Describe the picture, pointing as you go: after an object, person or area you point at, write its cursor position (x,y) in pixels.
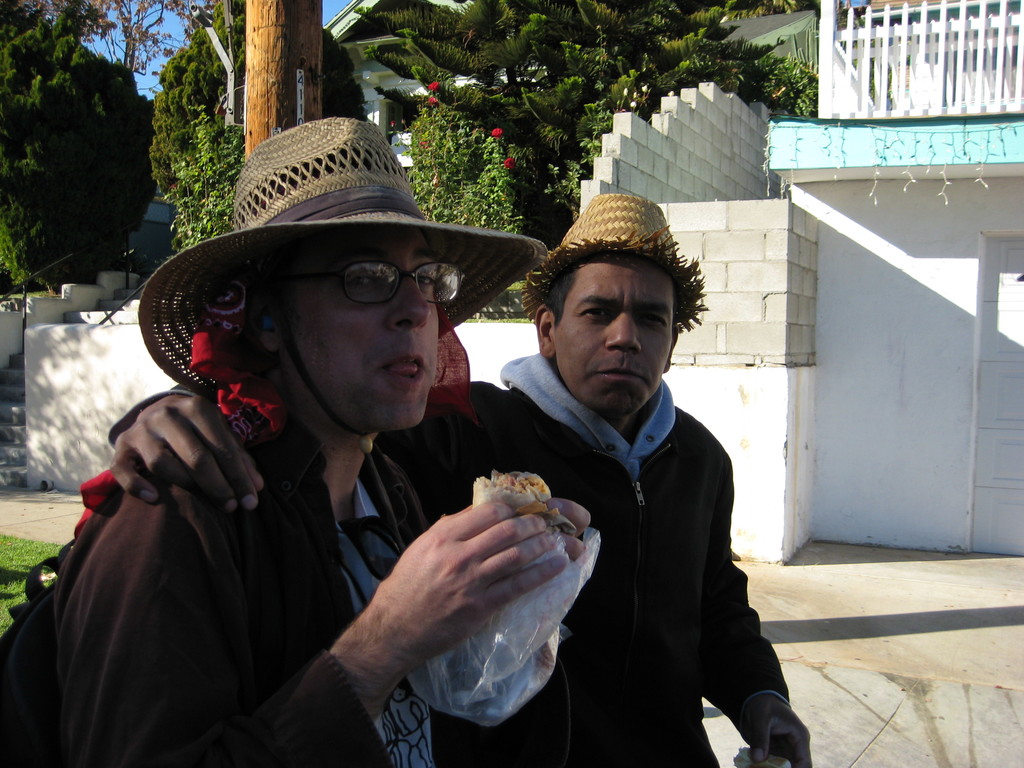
This image consists of two persons (222,561) wearing hats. In the front (188,688), the man (236,698) wearing a jacket (325,728) is holding a sandwich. At the bottom (864,682), there is a road (860,714). In the background (438,196), we can see the buildings (997,89) along with trees (692,47) and plants (351,107). At the top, there is sky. And there is green grass (33,545) on the ground (35,525).
